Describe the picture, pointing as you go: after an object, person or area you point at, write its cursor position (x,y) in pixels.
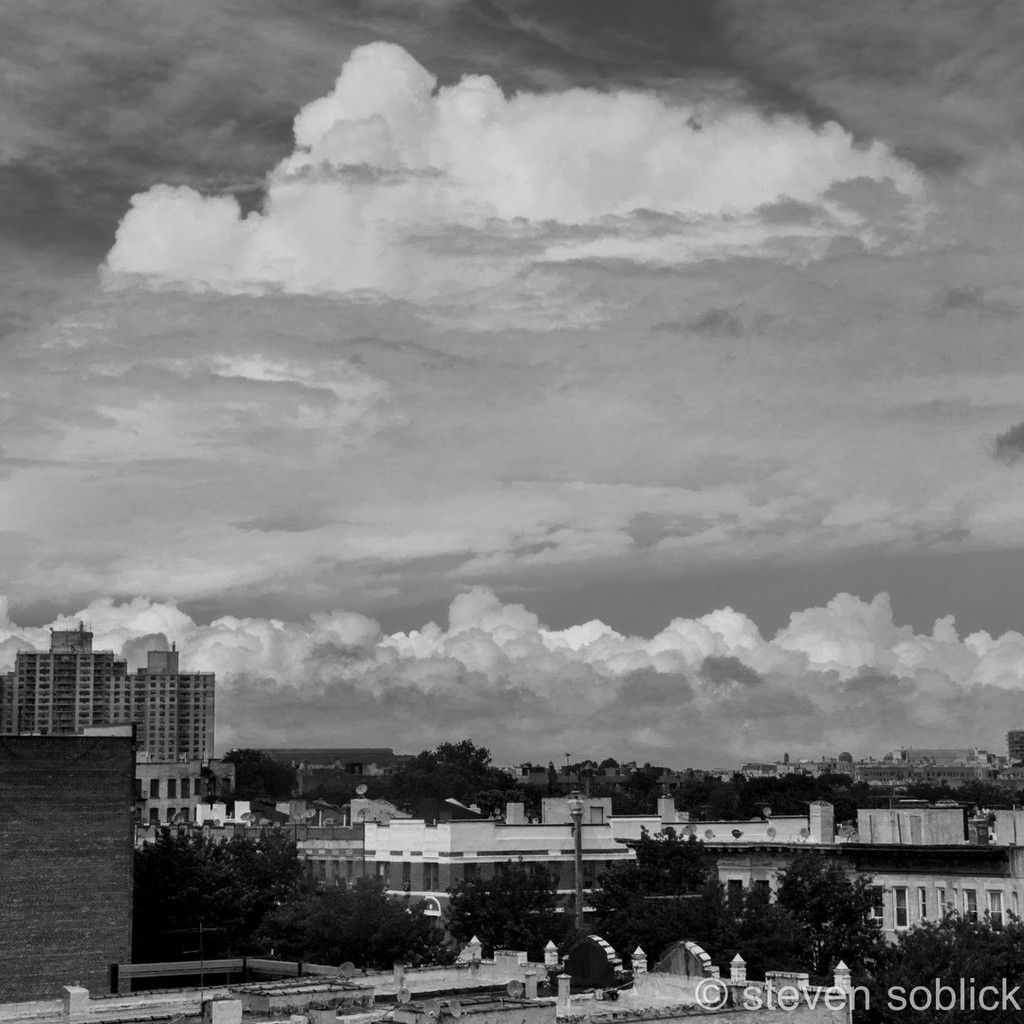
This is the black and white image, and in the foreground of this image (266,933), there are buildings (844,962), trees (863,924) and a pole (575,843) in the middle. In the background (645,292), there are clouds (529,271) and the sky (624,596).
